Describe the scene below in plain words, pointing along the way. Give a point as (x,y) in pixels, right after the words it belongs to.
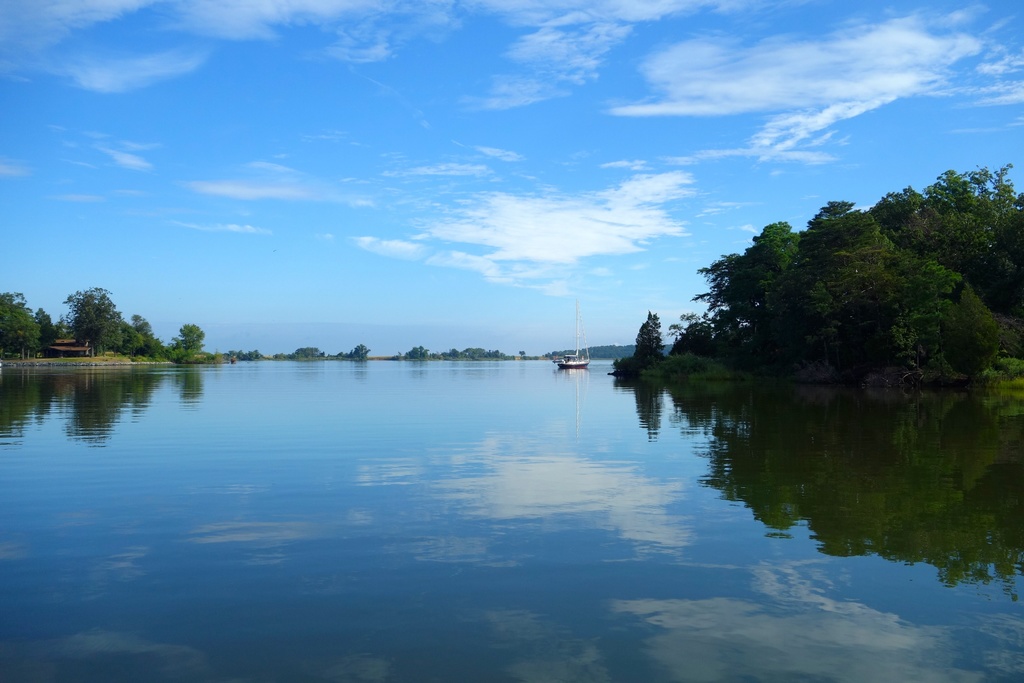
In this image I can see the water (556,511) and on the water (467,495) I can see the reflection (467,495) of the sky (546,494) and trees (853,473). I can see a boat (577,307) on the surface (576,380) of the water (590,378). In the background (152,335) I can see few trees (355,347) and the sky (526,159).
